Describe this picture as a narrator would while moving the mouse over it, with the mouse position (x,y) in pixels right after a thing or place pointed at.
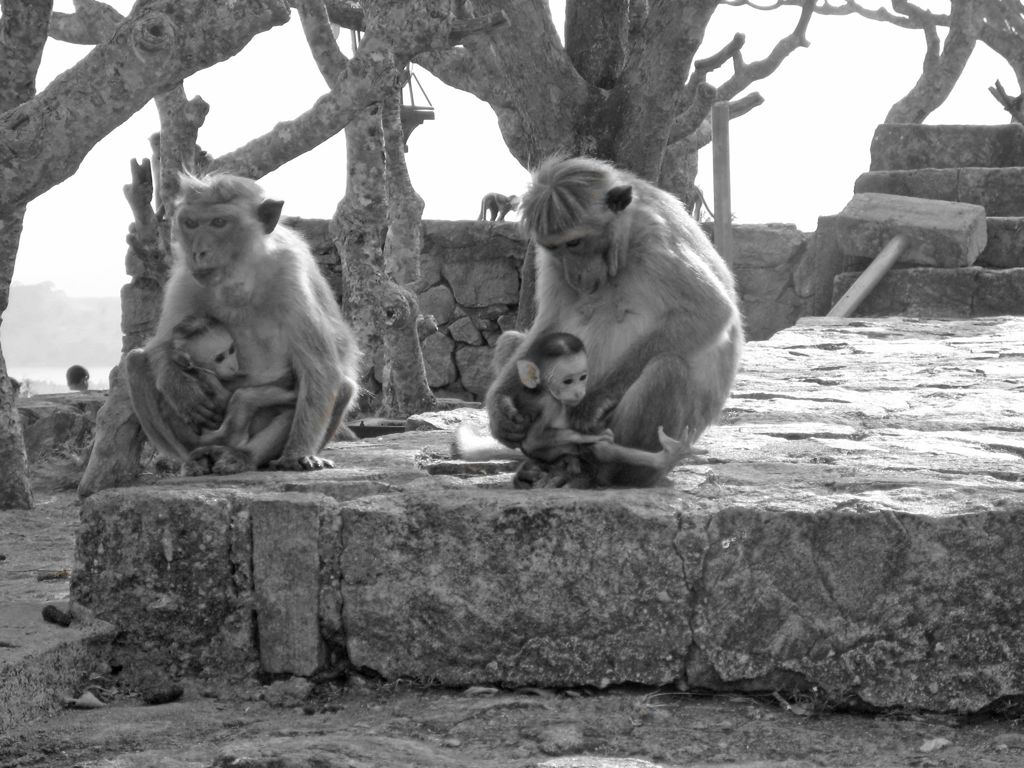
This is a black and white image and here we can see monkeys (289,319) sitting on the stone (672,499) and holding their babies (550,364). In the background (530,119), there are trees (606,102) and we can see stairs (903,145) and some other monkeys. At the top (829,90), there is sky (767,145) and at the bottom (422,711), there is ground (215,710).
